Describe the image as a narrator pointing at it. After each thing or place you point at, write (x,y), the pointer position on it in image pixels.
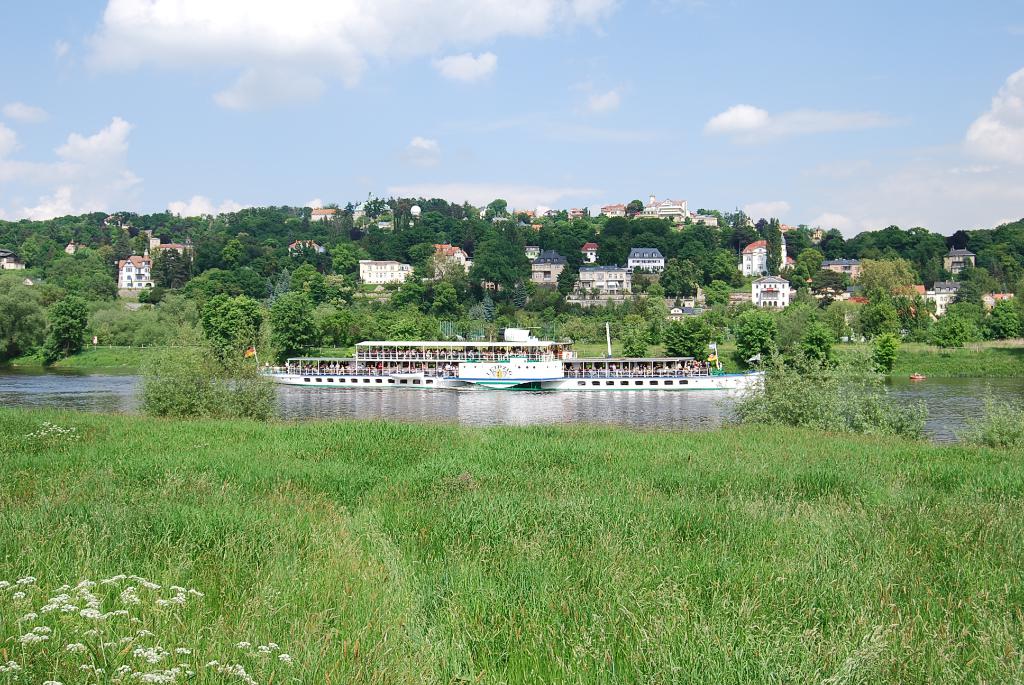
In this image at the bottom (432,516) there is grass (393,516) and in the center (510,401) there is one river (302,388). In that river (302,388) there is one boat (706,385), and in the background (703,276) there are some houses (931,294), buildings (534,274) and trees (911,305). On the top of the image (569,105) there is Sky (790,80).
